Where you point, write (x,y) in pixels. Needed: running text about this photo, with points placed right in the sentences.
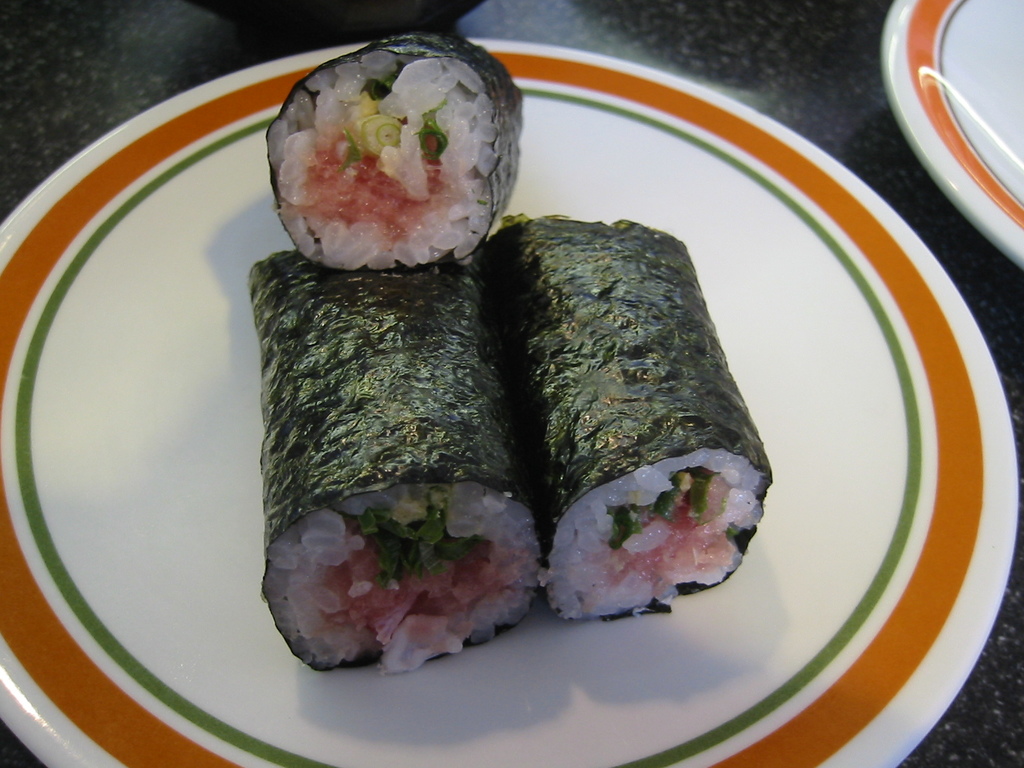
In this image, we can see food (385,360) on the plate (707,250) and there is another plate (916,77) on the table (845,79).
